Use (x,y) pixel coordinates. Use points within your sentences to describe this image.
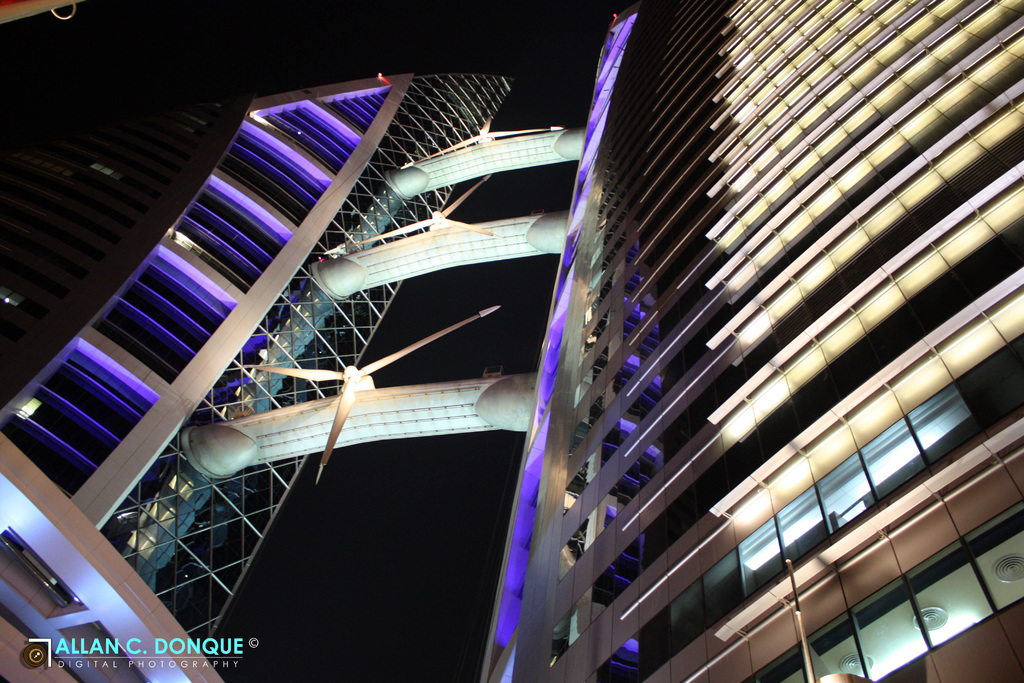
In this image I see the buildings (748,375) and I see the watermark (144,643) over here and I see that it is dark in the background (436,507).
